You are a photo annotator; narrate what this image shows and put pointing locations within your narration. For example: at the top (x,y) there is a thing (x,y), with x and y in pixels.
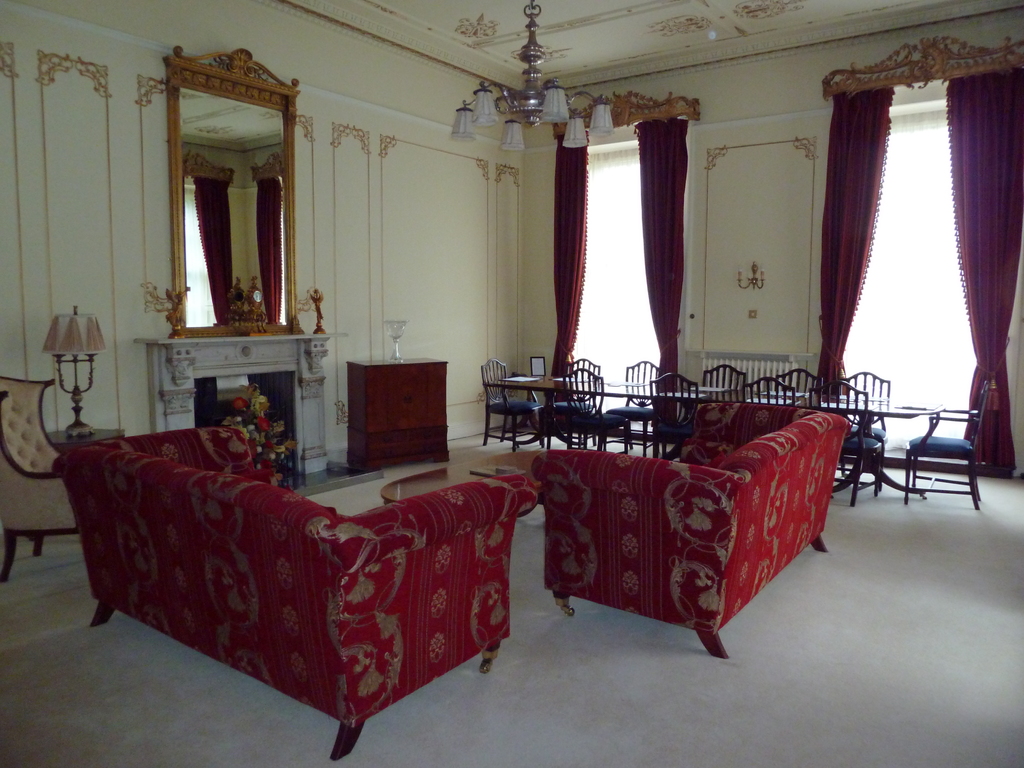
This looks like the living room (298,486). These are the two red couches (592,540). This is a small teapoy (526,451) with a book (512,472) on it. This is a mirror (244,271) attached to the wall (114,217). This is a lamp (84,427) placed on the table (109,429). I can see a flower bouquet (269,432) in front of the fire place (256,380). This is the dining table (854,411) with the dining chairs (638,372). These are the ceiling lights (530,114) hanging through the roof top (543,9). These are the curtains (651,179) hanging to the hanger (963,70). This is an empty chair (34,485).
